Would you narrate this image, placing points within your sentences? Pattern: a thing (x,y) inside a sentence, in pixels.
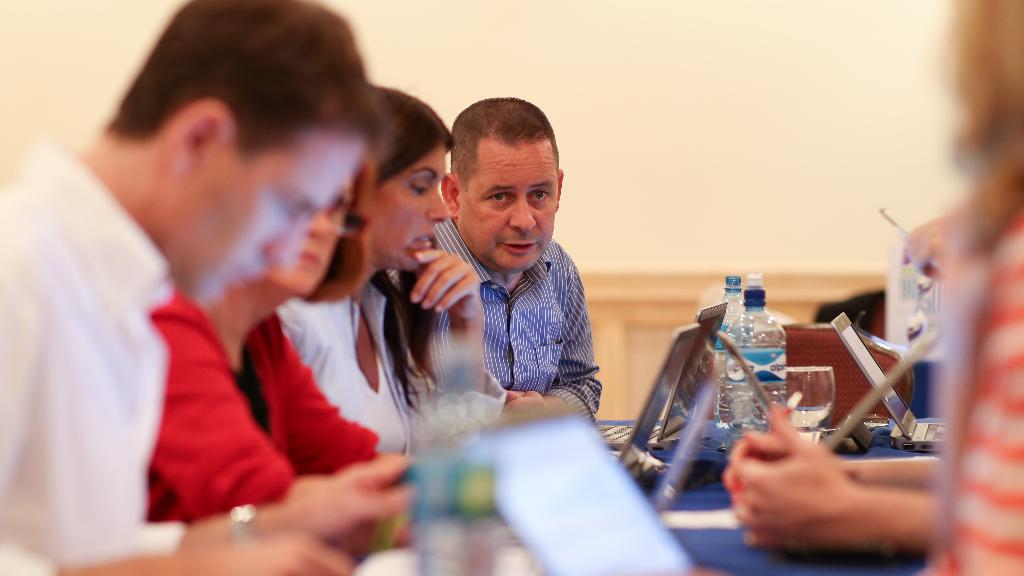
On the left side of the image (315,557) we can see persons (36,482) sitting on the chairs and engaging with themselves. On the right side of the image (695,336) we can see laptops (694,367), glass tumbler (811,378), plastic water bottle (755,319) and a person (966,340).
